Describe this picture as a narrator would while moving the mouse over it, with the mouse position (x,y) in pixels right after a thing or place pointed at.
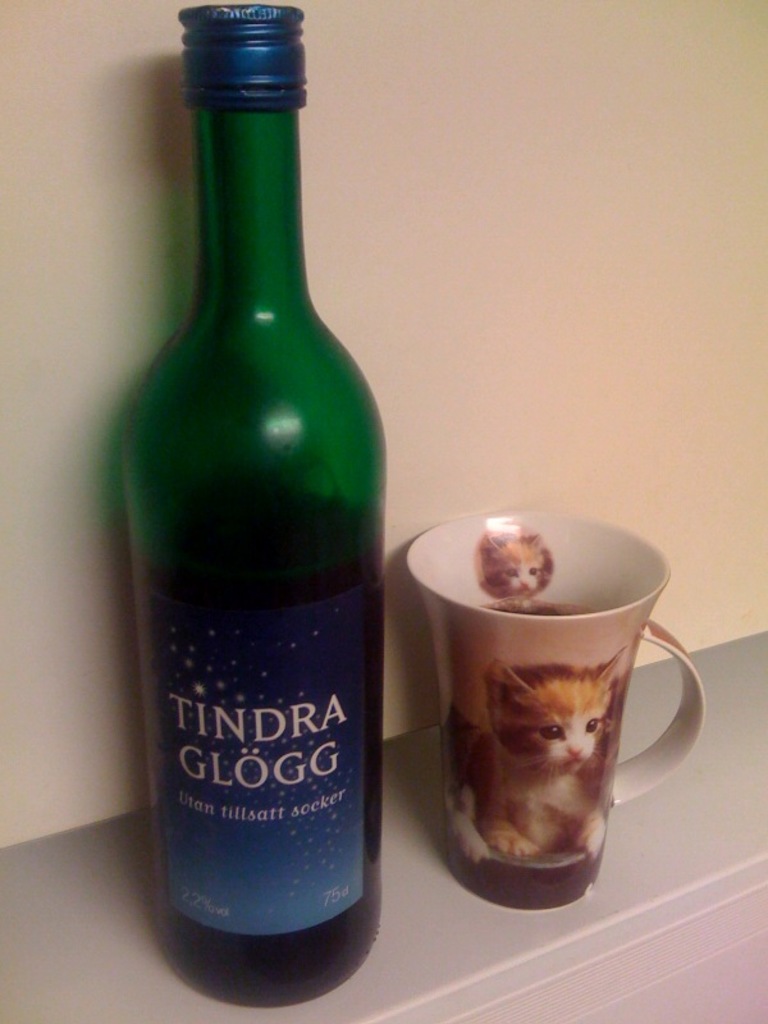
In this picture we can see a bottle (188,720), cup (547,712) on the table (446,932). In the background of the image (25,635) we can see the wall (25,635).
